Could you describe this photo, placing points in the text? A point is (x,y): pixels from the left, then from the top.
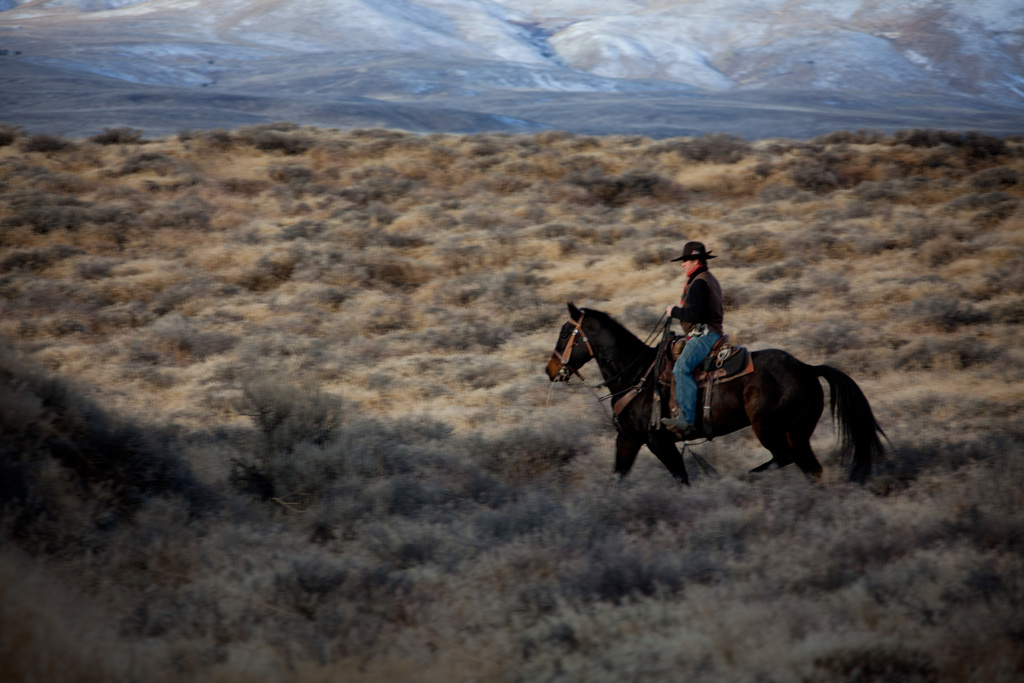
In this image there is a man (698,352) riding a horse (739,395) in a field (401,216), in the backgrounds there are hills (668,49).
